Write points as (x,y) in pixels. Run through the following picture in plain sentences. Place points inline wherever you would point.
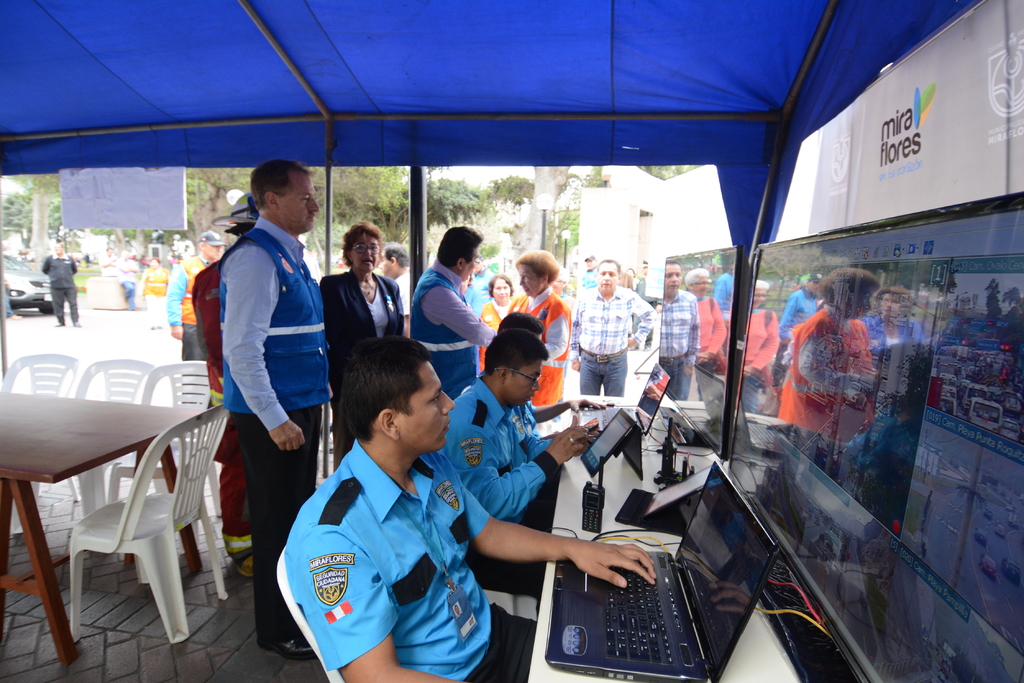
This is a tent (521,110) under it there are few people (512,632) and few are sitting on the chair (496,599) at the table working on laptop (625,643). In the background (626,245) there are vehicles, table (30,424), chairs (107,502), few people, pole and a building (590,240).
